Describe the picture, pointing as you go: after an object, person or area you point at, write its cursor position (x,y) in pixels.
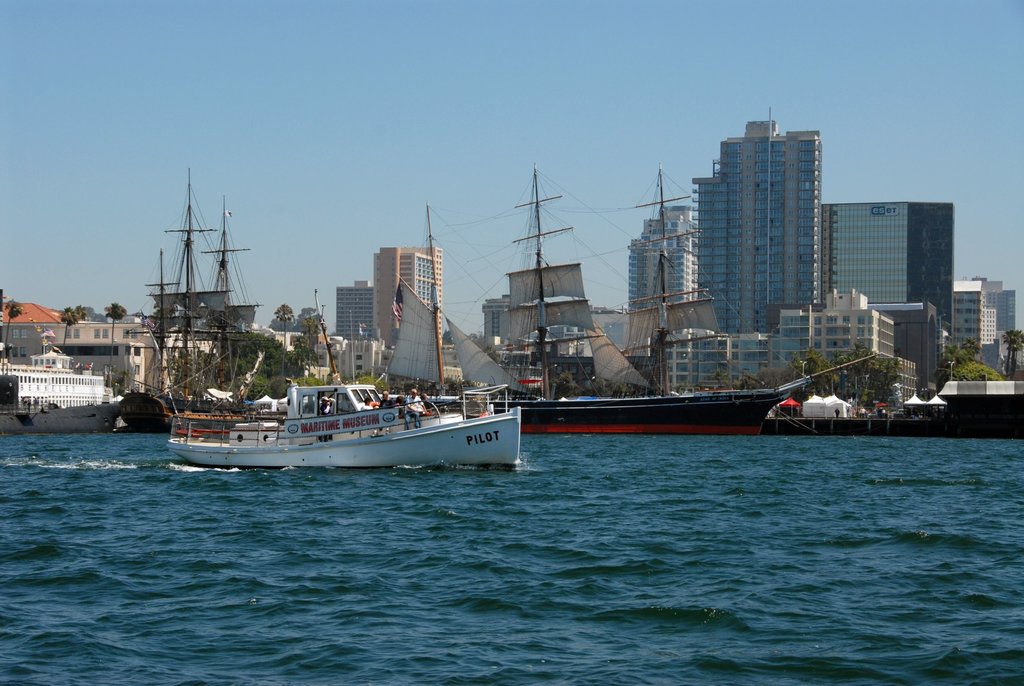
In this picture we can see ships (287,451) on the water (402,570) and on a ship (301,413) we can see some people (419,414) and in the background (520,347) we can see buildings (760,300), trees (272,350), tents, some objects (863,414) and the sky (372,132).
